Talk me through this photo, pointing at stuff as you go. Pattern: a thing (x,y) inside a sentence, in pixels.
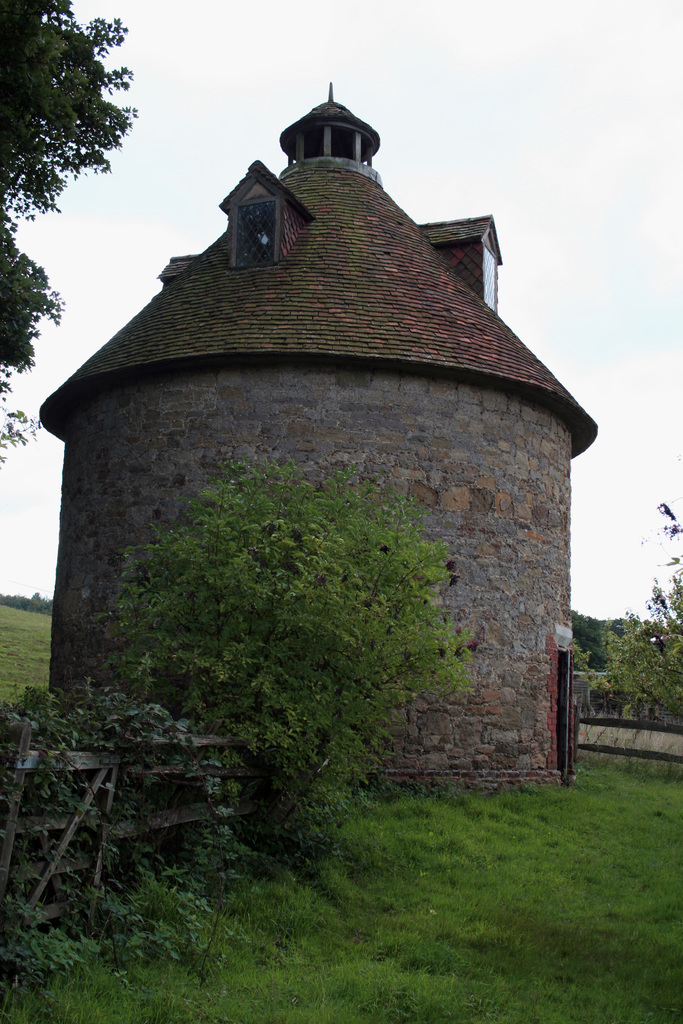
In this image we can see a house (366,400). There is a grassy land (352,827) in the image. There are many trees (68,107) and plants (673,647) in the image. We can see the sky (596,118) in the image.
